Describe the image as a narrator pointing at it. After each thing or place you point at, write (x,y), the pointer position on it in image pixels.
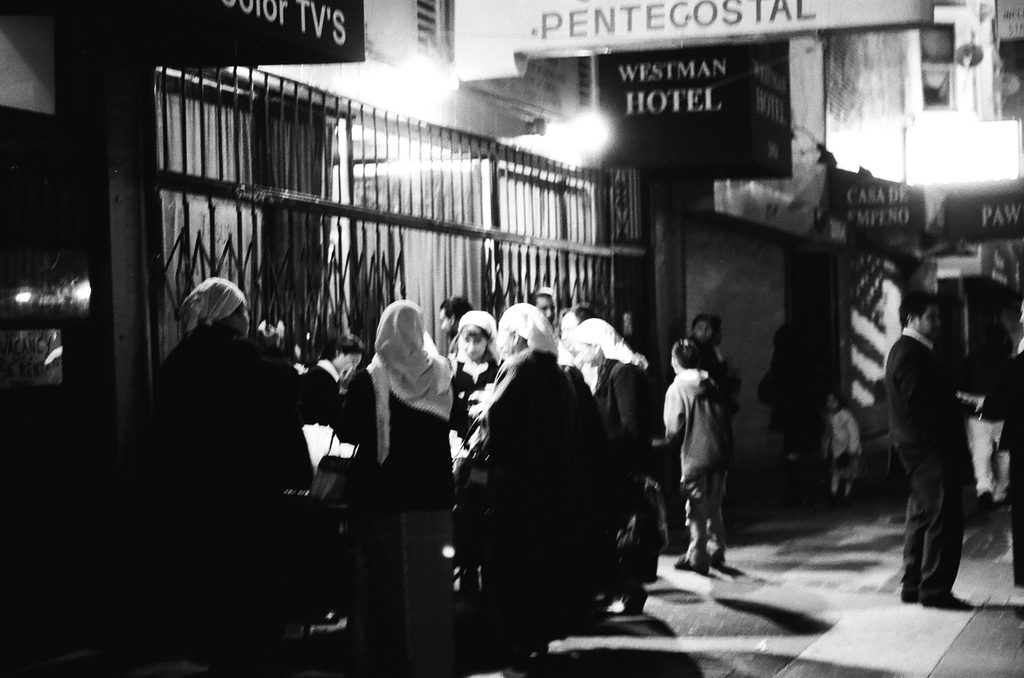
This image is a black and white image. This image is taken outdoors. At the bottom of the image (738,626) there is a floor (750,621). In the background (846,64) there are a few buildings (538,78) with walls (667,273), windows (438,39) and doors (799,282). There are many boards (729,149) with text (656,67) on them. There are a few iron bars (212,196). In the middle of the image (458,382) many people (399,503) are standing on the floor (800,530). On the right side of the image (995,406) two persons (904,422) are standing on the floor (776,603) and a man (971,424) is walking.
